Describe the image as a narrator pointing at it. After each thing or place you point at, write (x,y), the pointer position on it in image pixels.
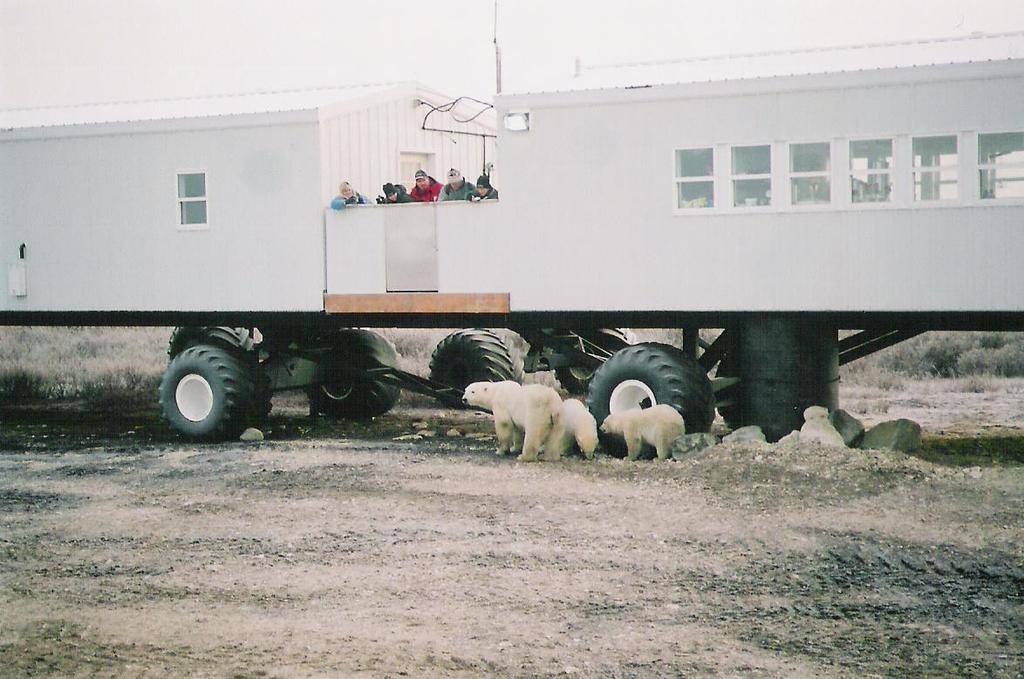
In this image there is a vehicle (403,203) on the ground (651,597). There are a few people (390,186) standing on the vehicle (637,207). Beside the vehicle (628,384) there are a few polar bears (662,431) on the ground (427,503). At the bottom (273,583) there is the ground (627,597). There are plants (932,357) and small rocks (842,431) on the ground (869,480). At the top (625,20) there is the sky (625,20).
